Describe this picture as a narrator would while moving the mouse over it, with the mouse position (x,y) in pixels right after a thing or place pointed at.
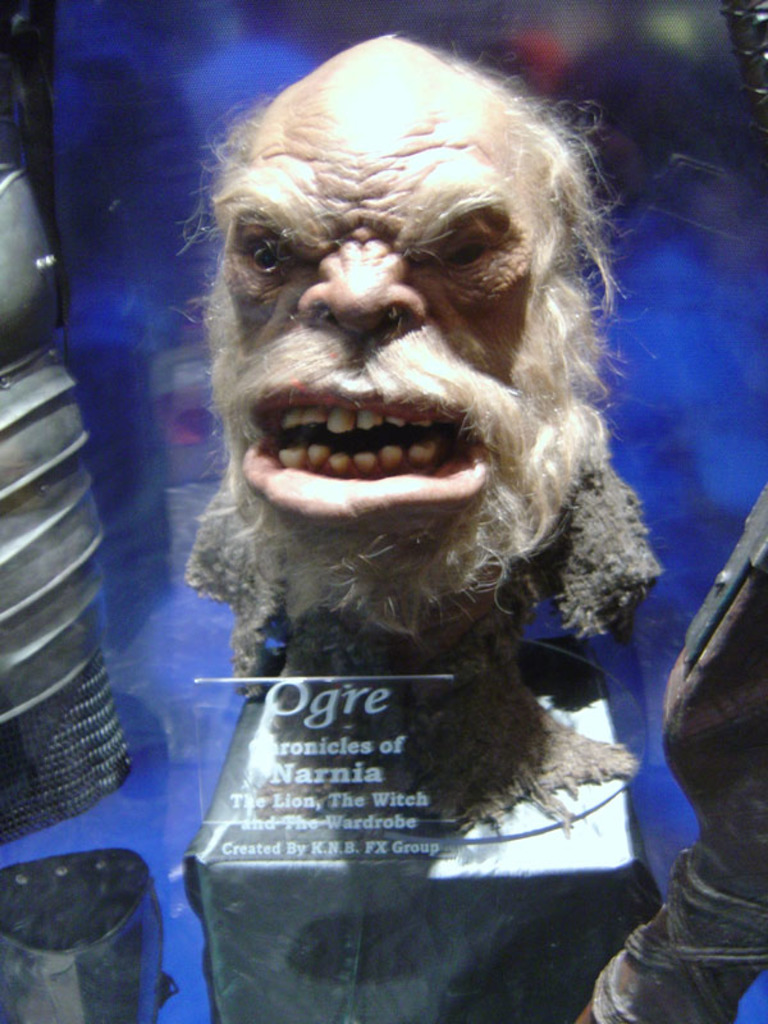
In this picture we can see head (417,414) of Narnia ogre (405,379), we can see a glass (354,754) in the front (380,759), there is some text (312,777) on the glass (261,801).
